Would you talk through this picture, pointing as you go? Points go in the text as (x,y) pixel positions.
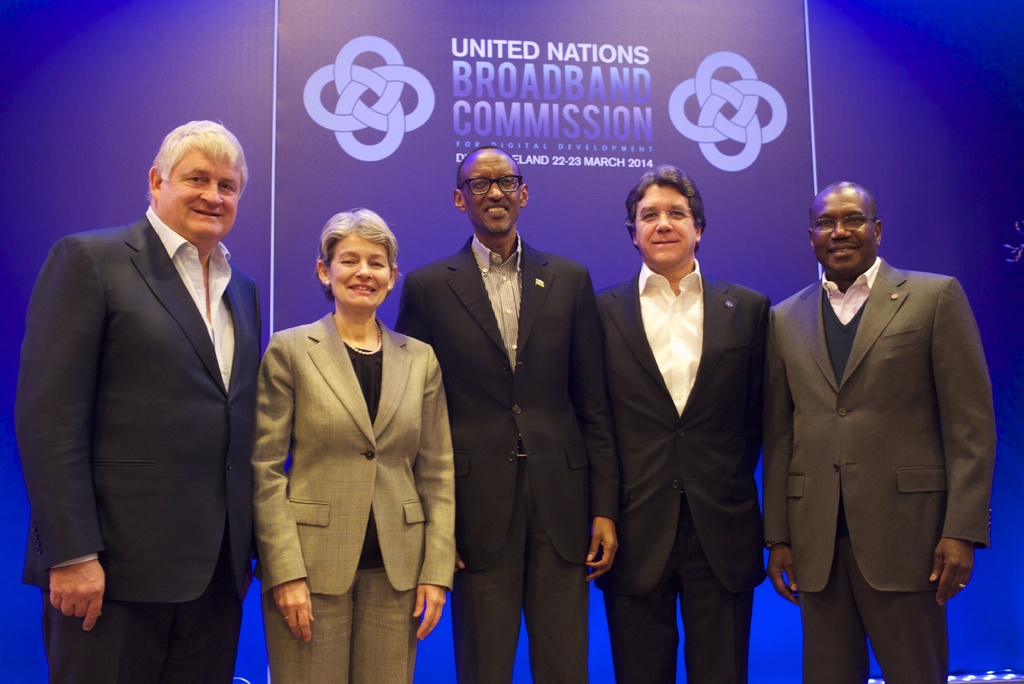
In the picture I can see few persons (640,398) wearing suits (552,451) are standing and there is a banner (541,82) behind them which has something written on it.
